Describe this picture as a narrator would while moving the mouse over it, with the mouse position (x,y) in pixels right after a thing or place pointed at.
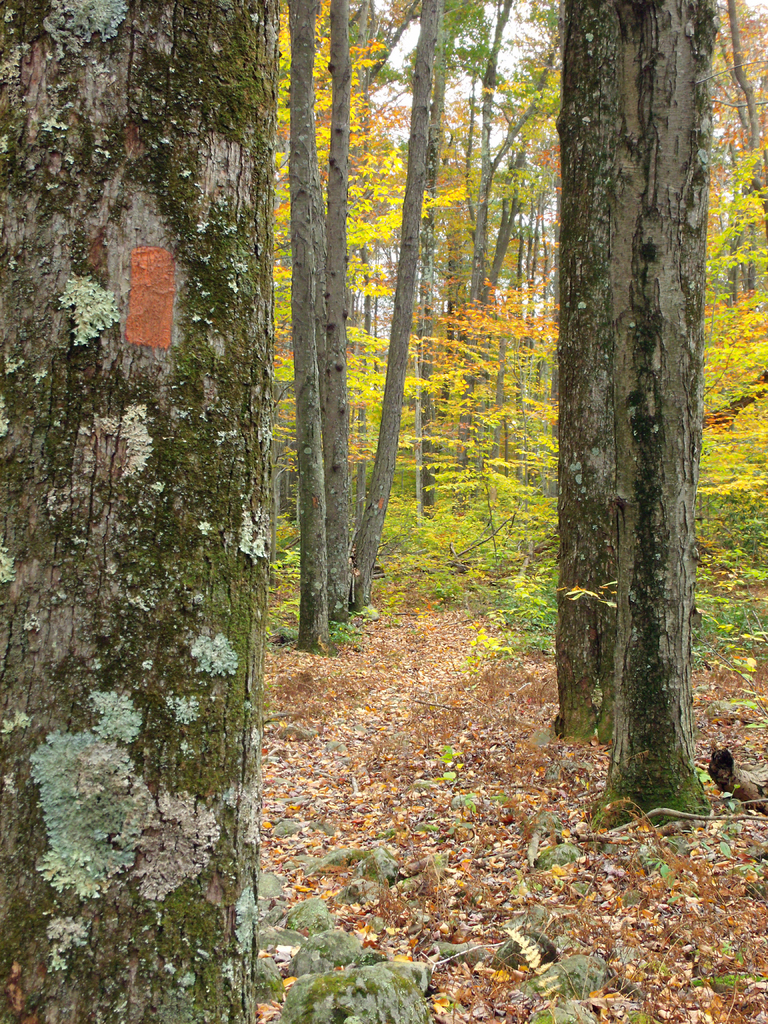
In this image we can see trees (269,437), dry leaves (397,732) on the ground (472,860) and the sky (520,70) in the background (520,70).
